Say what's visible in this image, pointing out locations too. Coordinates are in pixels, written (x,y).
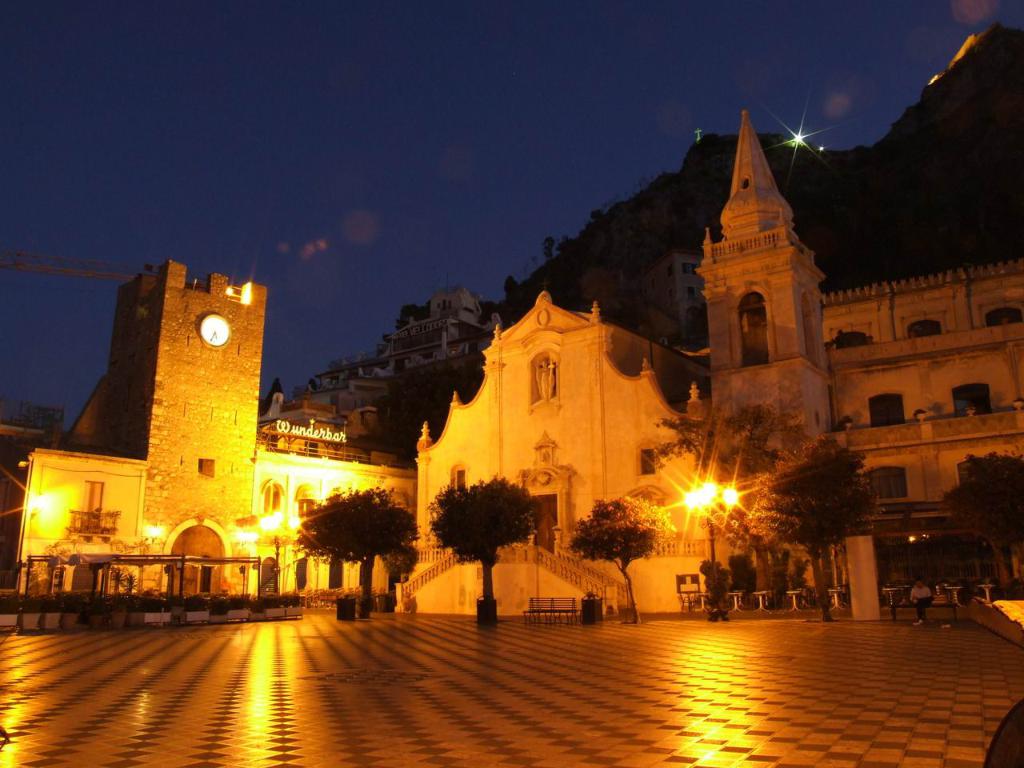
In this image there are buildings (571,458), in front of the buildings (552,585) there are trees (596,539), plants (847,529), lights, benches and there is a clock (214,320) on the wall (178,369) of the one of the buildings (180,472). In the background (717,230) there is a mountain (832,160) and the sky (316,196).
